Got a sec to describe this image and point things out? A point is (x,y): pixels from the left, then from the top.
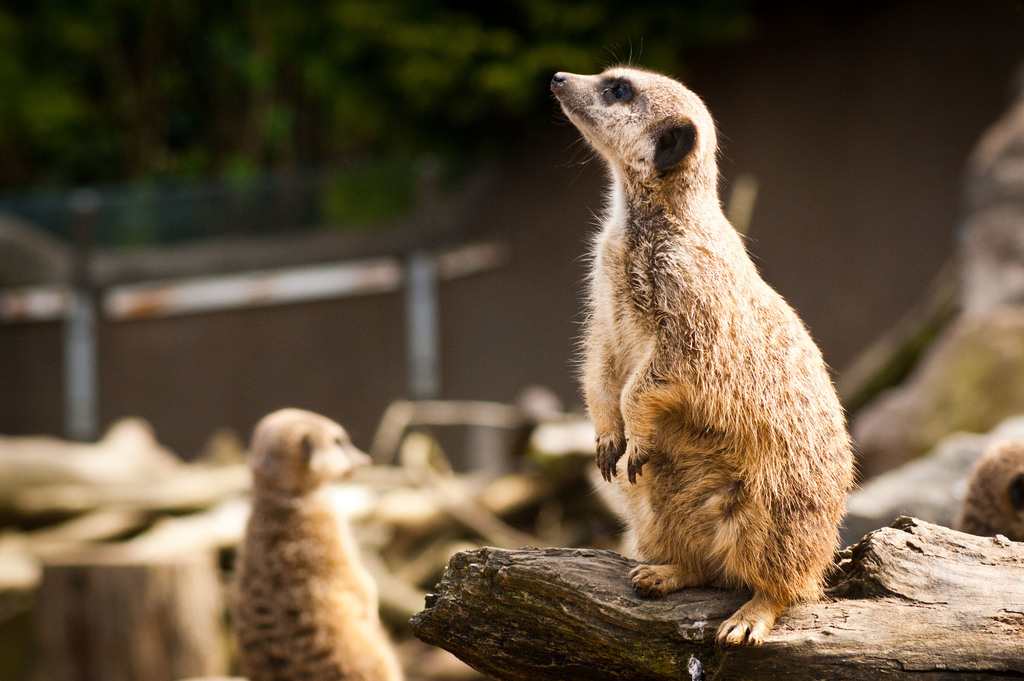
This picture shows few animals (972,490). We see one is seated on the tree bark (736,658) and they are brown in color.
